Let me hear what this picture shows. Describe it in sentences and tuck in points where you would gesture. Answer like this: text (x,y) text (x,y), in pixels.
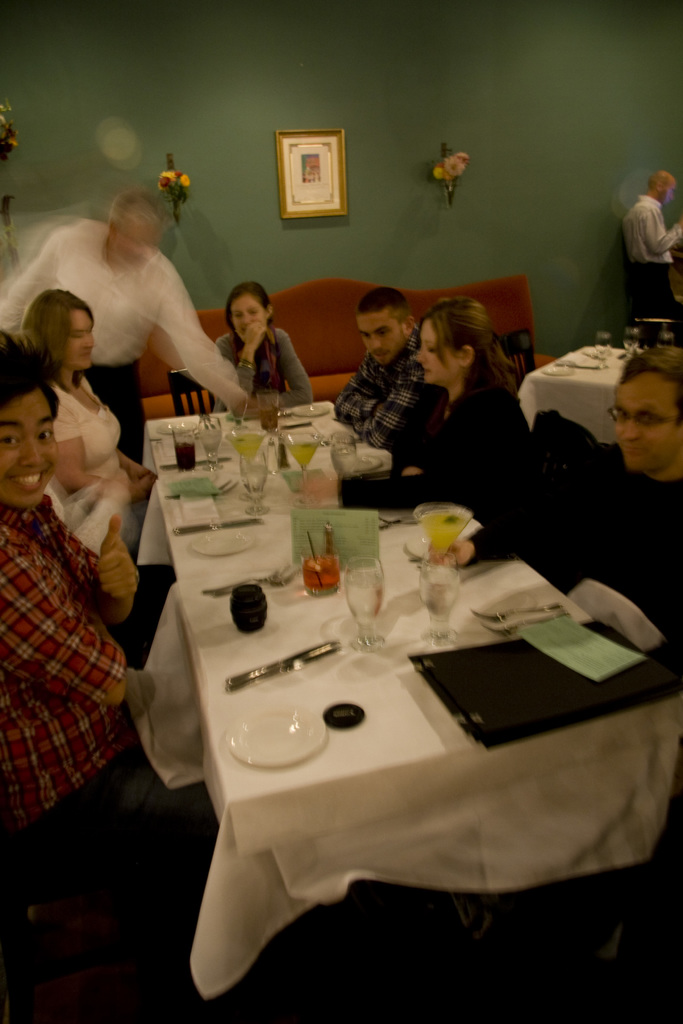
In this image i can see few persons (115,471) sitting on a chair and a man (98,299) standing there are few glasses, spoons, plate (299,743), paper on a table (453,739) at the back ground (587,406) i can see a table (587,406) a man (645,205) standing, a flower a frame (332,173) on the wall (372,118).
